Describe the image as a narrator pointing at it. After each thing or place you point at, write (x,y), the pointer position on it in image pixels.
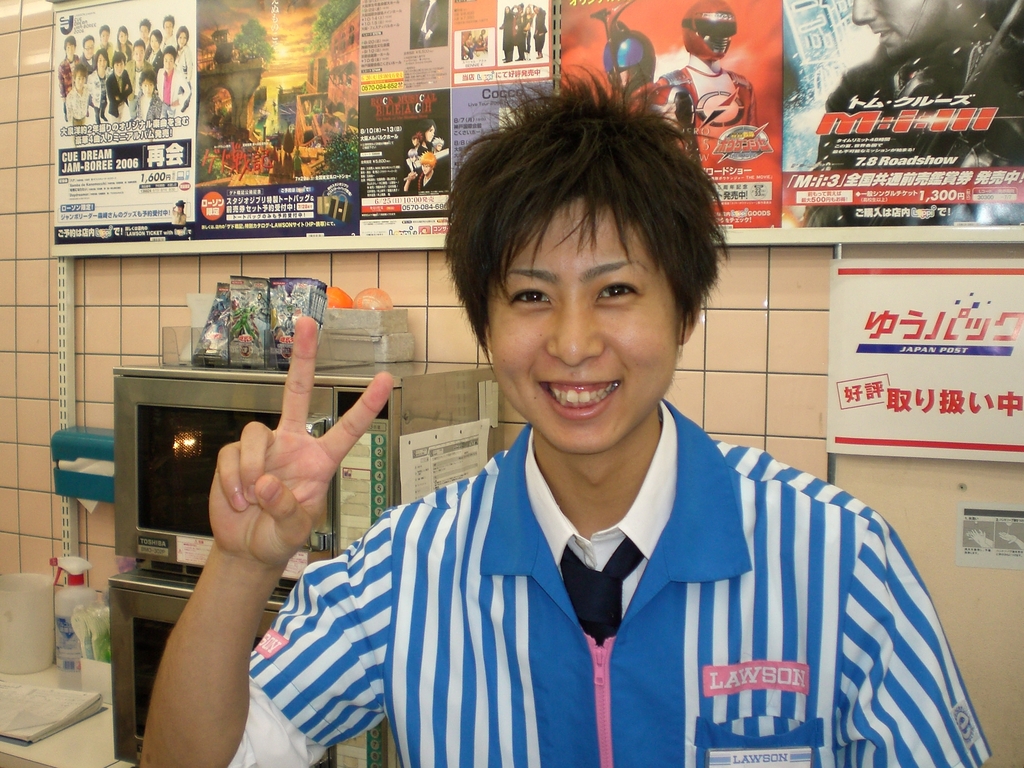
In this image I can see the person (482,560). To the left (141,649) I can see the microwave ovens (141,631) and some objects (281,353) on it. I can also see the bottle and some objects (6,724) on the white color surface (86,739). In the background (315,190) I can see many boards (688,46) to the wall (43,205).
